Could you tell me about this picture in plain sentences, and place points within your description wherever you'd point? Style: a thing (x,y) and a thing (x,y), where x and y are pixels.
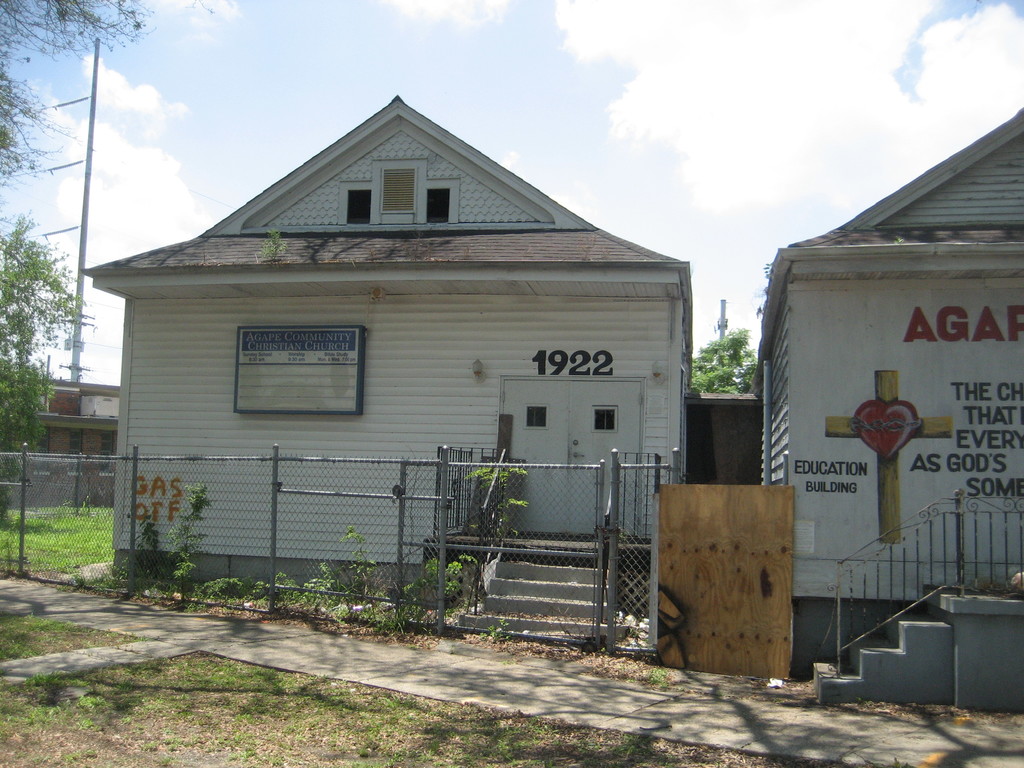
In this image I can see two buildings (780,468) in white color, in front (198,469) I can see railing (225,465), trees (35,394) in green color, an electric pole (59,167) and sky (485,68) is in white color.
